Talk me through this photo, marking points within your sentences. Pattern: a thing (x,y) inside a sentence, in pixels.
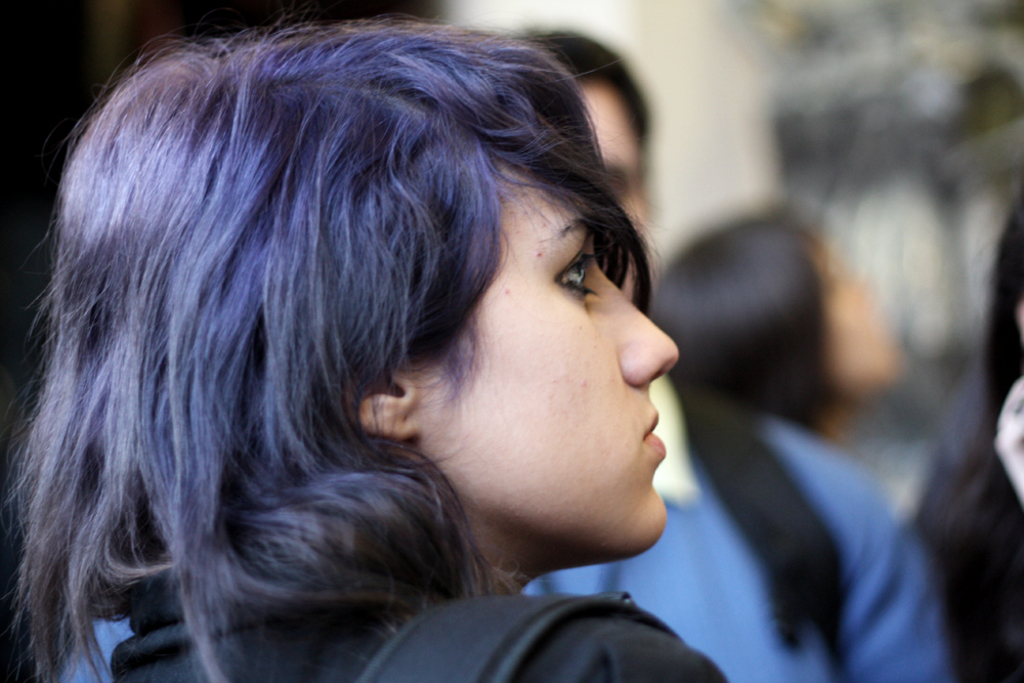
In this image I can see some people (569,482). I can also see the background (920,81) is blurred.
